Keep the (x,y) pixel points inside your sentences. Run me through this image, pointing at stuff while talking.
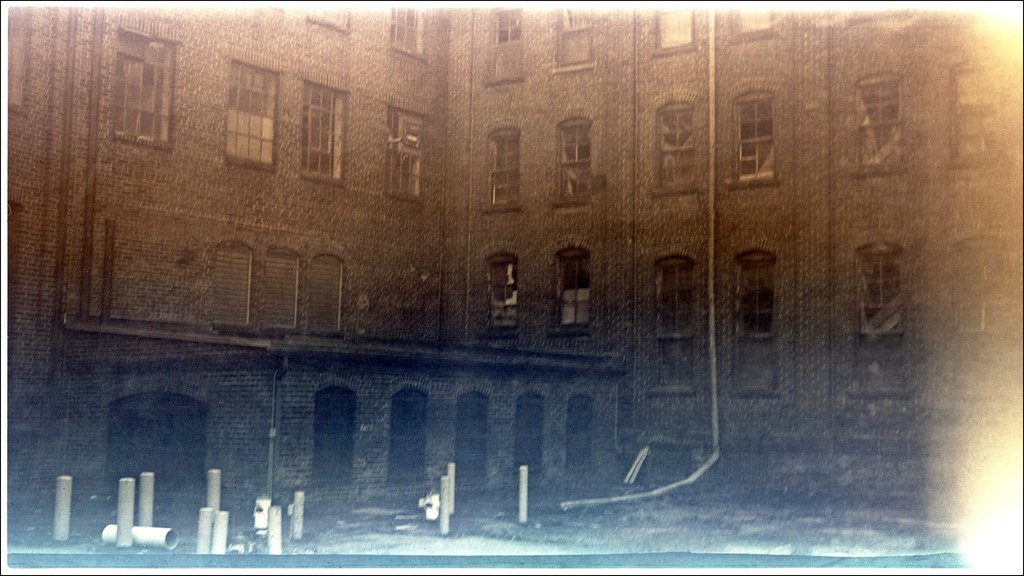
There is a building (202,255) presenting in this picture. There are some pipes (60,500) in the bottom left of the image (60,500).
